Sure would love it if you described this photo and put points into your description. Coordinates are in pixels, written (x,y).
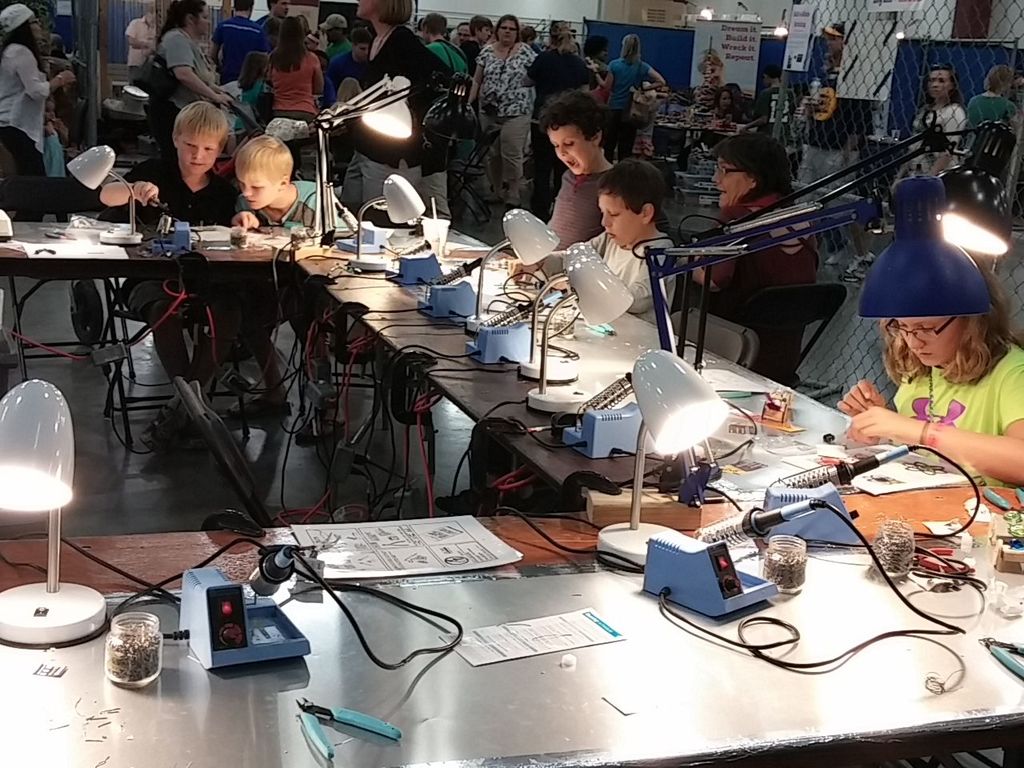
This image is taken indoors. In the background (747,2) there are a few walls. In the middle of the image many people (352,186) are standing on a floor (227,481) and a few are sitting on the chairs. A few are holding objects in their hands (889,411). There are a few boards (743,61) with text (752,36) on them. There are a few tables (818,692) with many study lamps (721,411), papers (559,620), devices (287,637) and many things (445,233) on them.
